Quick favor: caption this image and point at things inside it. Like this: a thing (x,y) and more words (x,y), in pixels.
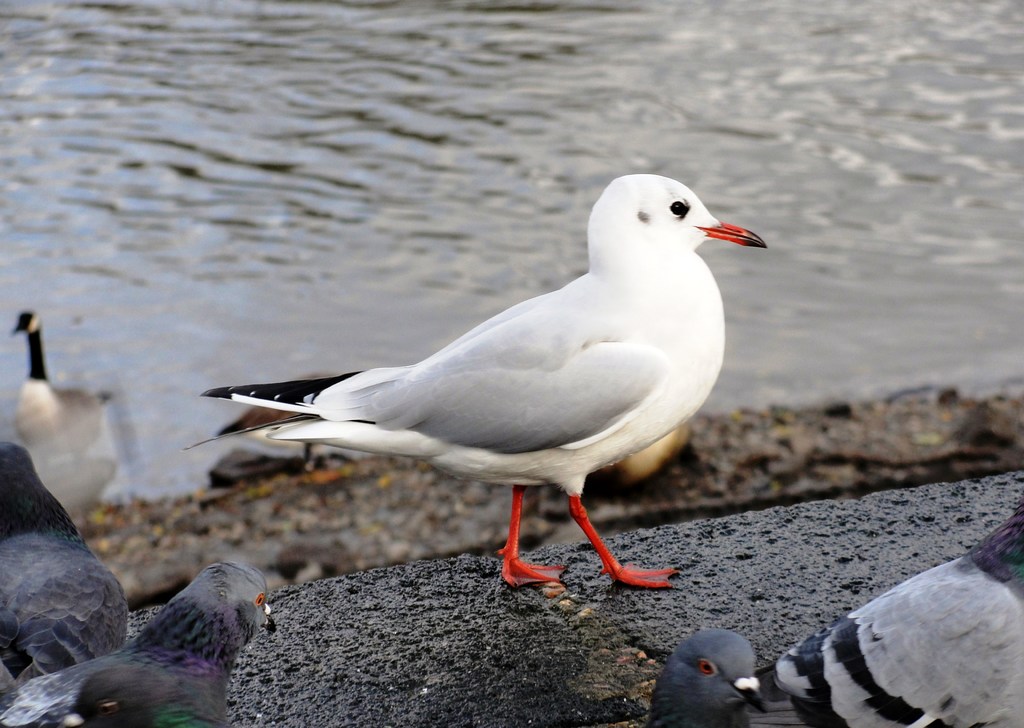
In this picture we can see few birds (712,345) near to the water (787,257).
